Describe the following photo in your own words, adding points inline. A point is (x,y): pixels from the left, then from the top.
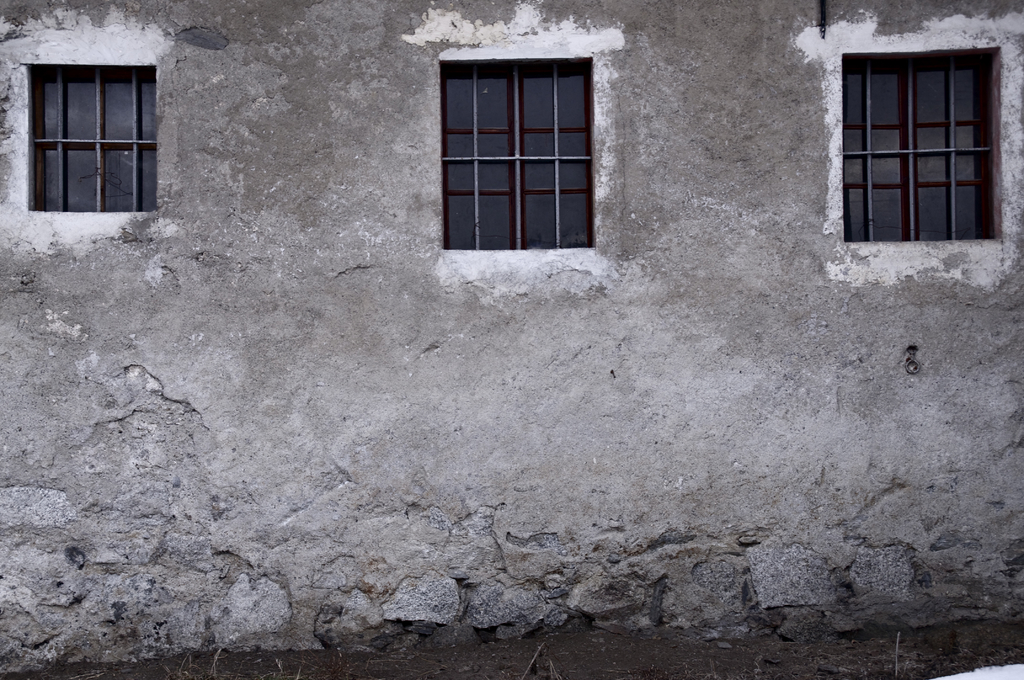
In this image I can see the house (299,299), windows (454,183) and the wall (685,465).
